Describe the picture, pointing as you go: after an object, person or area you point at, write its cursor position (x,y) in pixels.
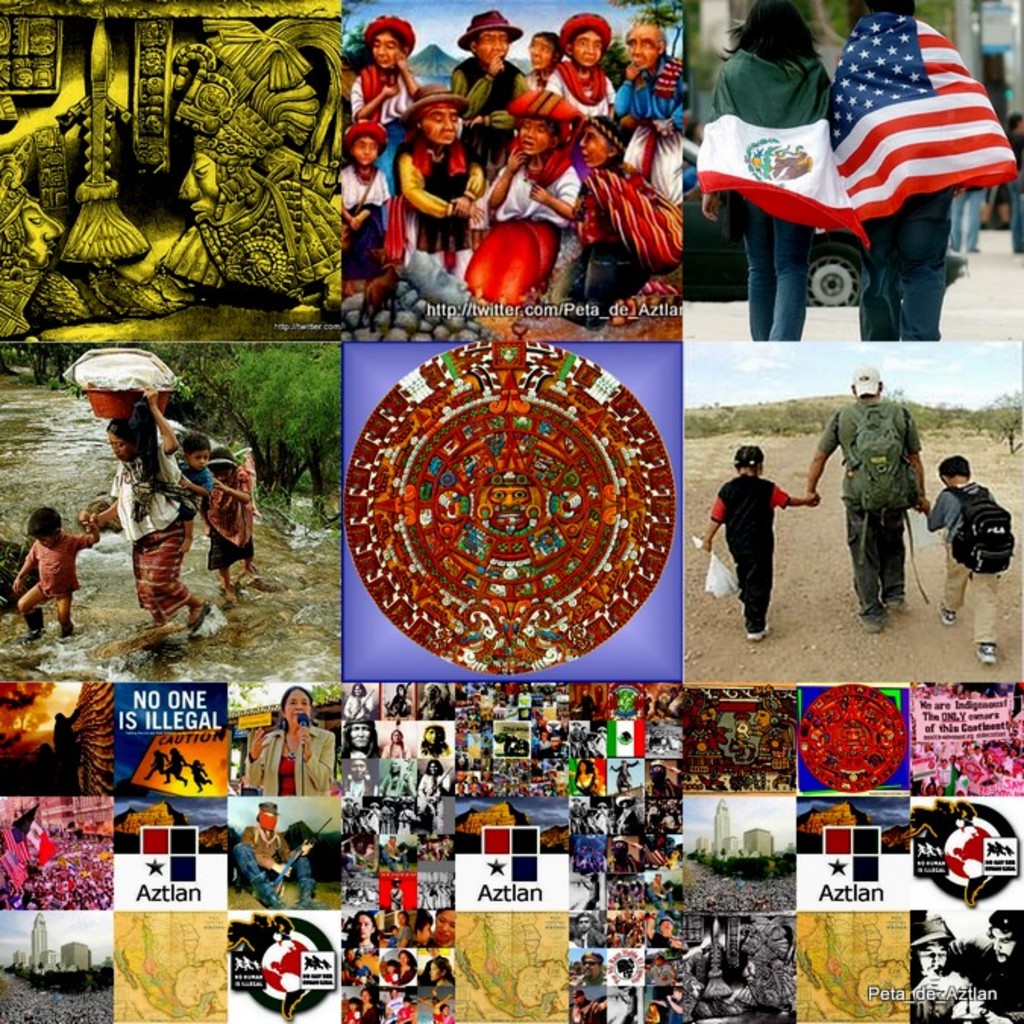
This is a collage picture. I can see group of people (532,768), flags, buildings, maps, sculptures (16,74), there is water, there are trees (697,20) and there are watermarks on the image.
